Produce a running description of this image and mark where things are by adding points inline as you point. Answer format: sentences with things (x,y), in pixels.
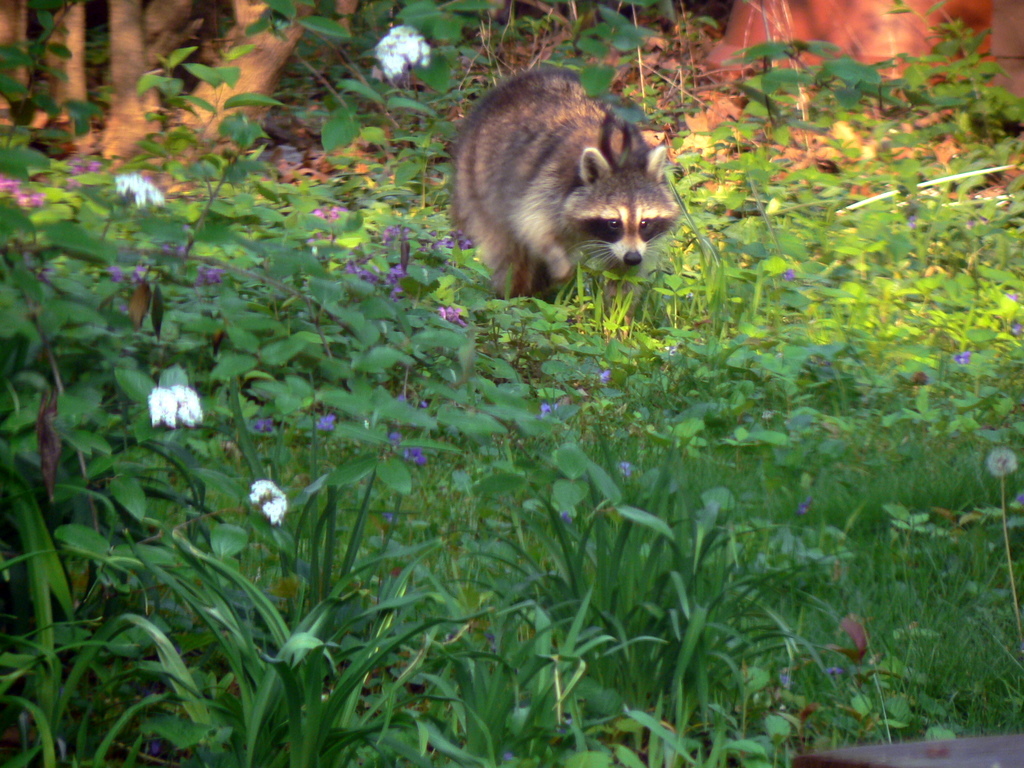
In this image I can see flowering plants (366,519), an animal (641,259) on grass (998,615) and tree trunks (172,54). This image is taken may be in the forest (496,20).
